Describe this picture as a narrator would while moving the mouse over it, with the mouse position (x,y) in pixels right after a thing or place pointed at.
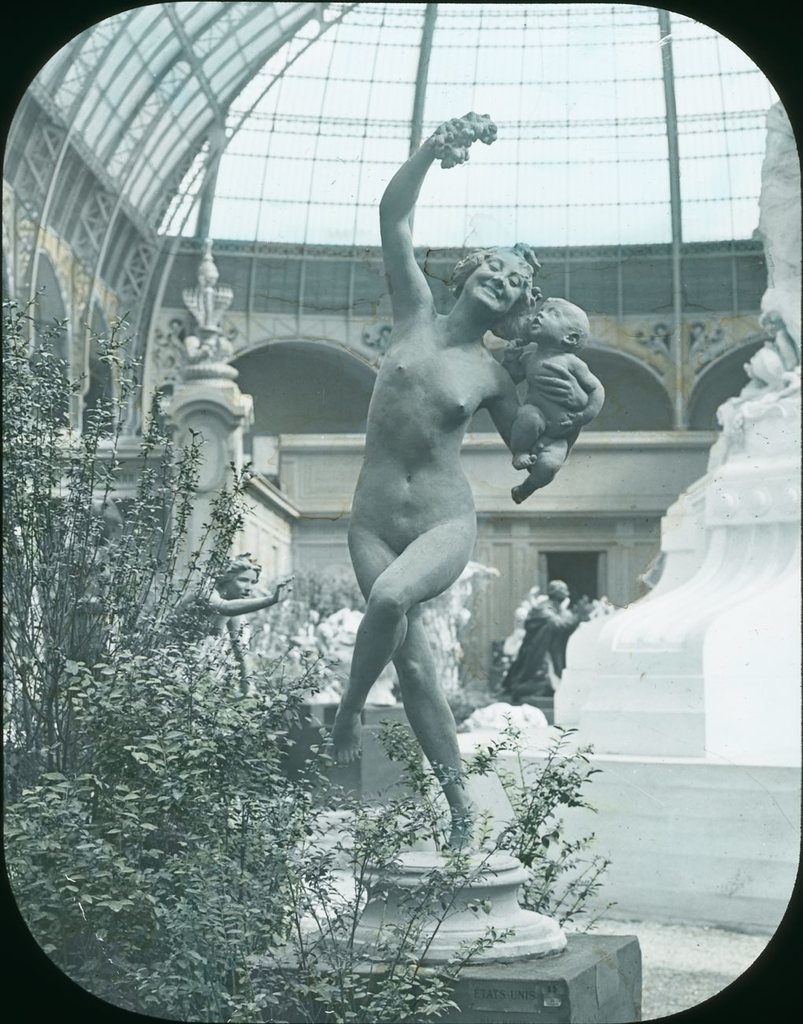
In this image I can see the black and white picture in which I can see few trees (143,752), few statues (357,693) of persons (410,472). I can see a statue (479,350) of a woman (449,771) holding a baby (518,452). In the background (484,456) I can see few trees (199,698), few statues (656,677), the wall (503,475) and the ceiling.
